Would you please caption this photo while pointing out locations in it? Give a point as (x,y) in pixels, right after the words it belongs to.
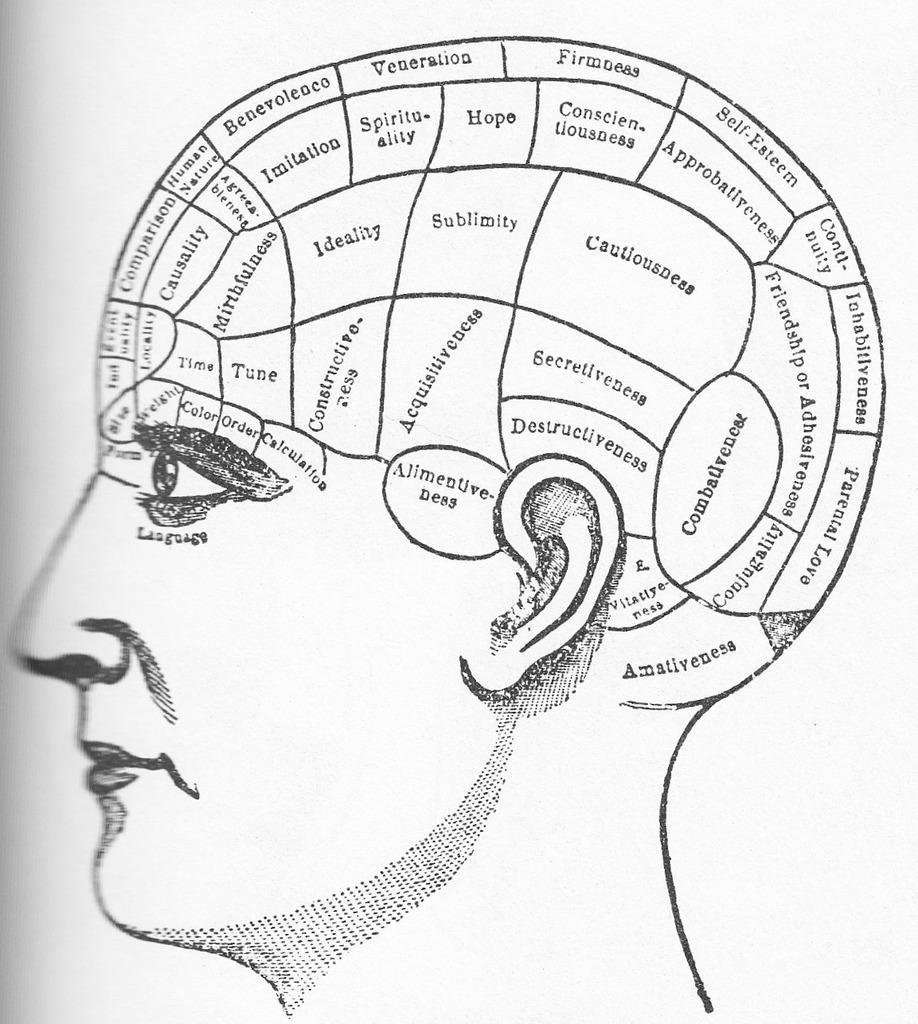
In the image we can see the diagram (310,795) of the person's head (347,830), which is in black and white and here we can see the text (352,369).
